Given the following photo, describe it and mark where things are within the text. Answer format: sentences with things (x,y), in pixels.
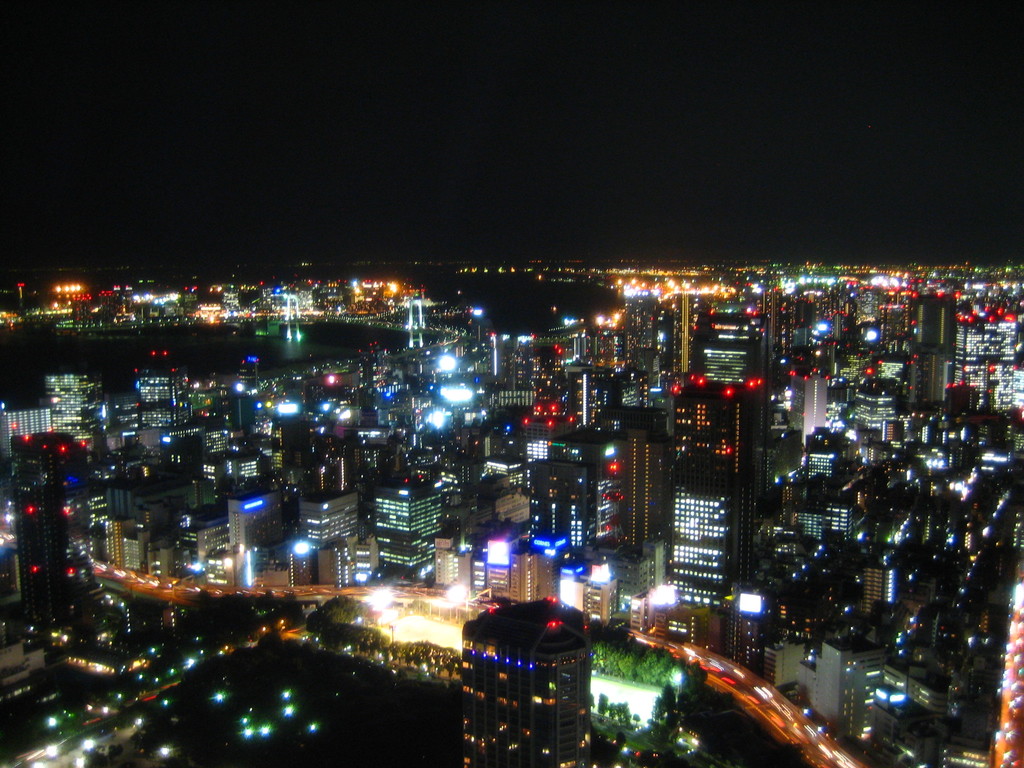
In the middle of the image (362,440) we can see some buildings (840,445), trees (236,615), lights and water (8,348).
